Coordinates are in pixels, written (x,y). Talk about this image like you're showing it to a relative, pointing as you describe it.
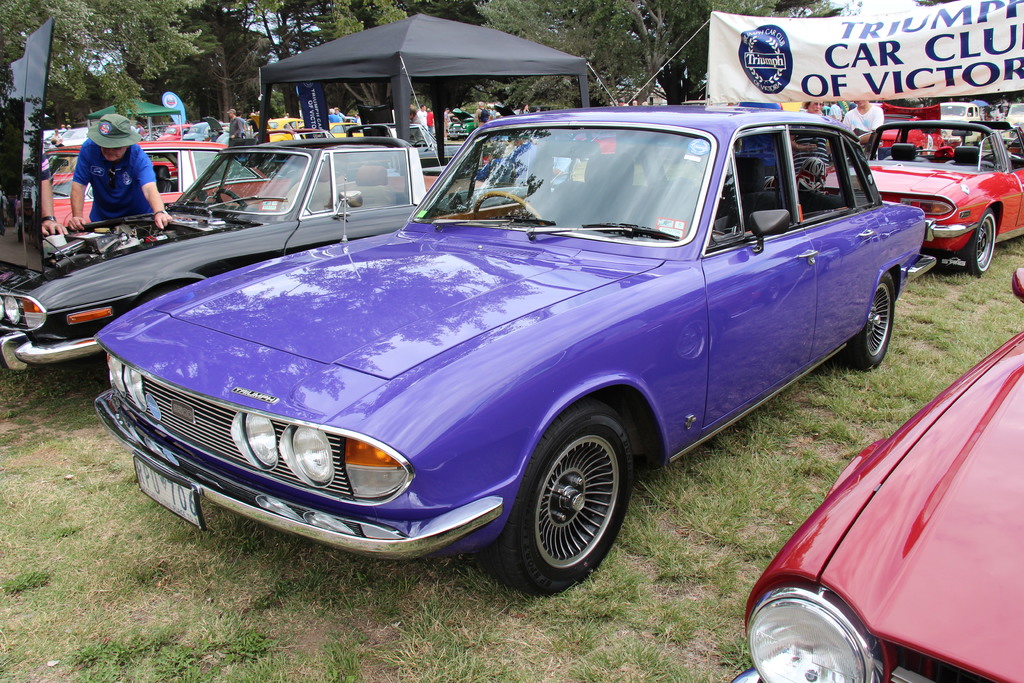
In this image we can see cars (471,357) on the ground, here is the windshield (623,203), here is the steering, here is the wheel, here is the grass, at back (907,26) here is the banner (782,81), here are the trees (634,46), here is the umbrella tent (484,52), here are the persons (447,123) standing.
